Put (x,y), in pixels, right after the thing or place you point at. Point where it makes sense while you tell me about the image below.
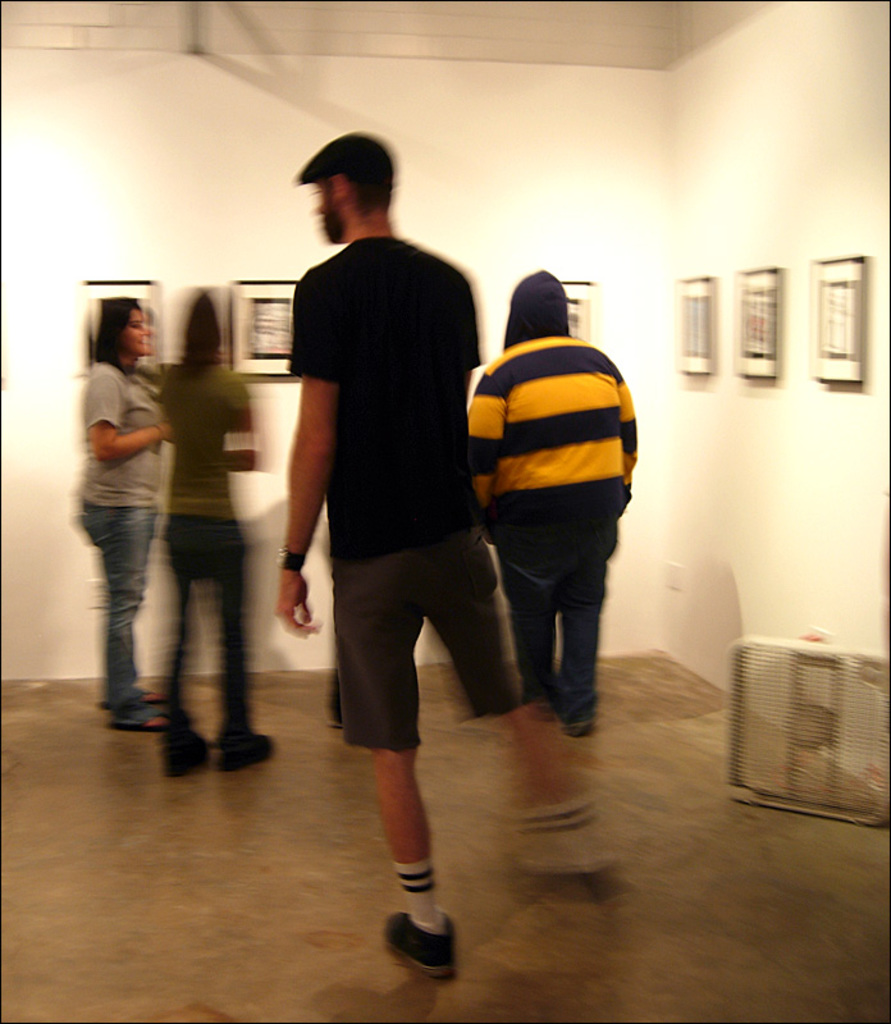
In this image I can see inside view of a room (644,550) and in the centre (580,367) I can see few people (365,746) are standing. I can also see number of frames (284,317) on the walls (719,256) and on the right side of this image (780,670) I can see an object (884,811).
